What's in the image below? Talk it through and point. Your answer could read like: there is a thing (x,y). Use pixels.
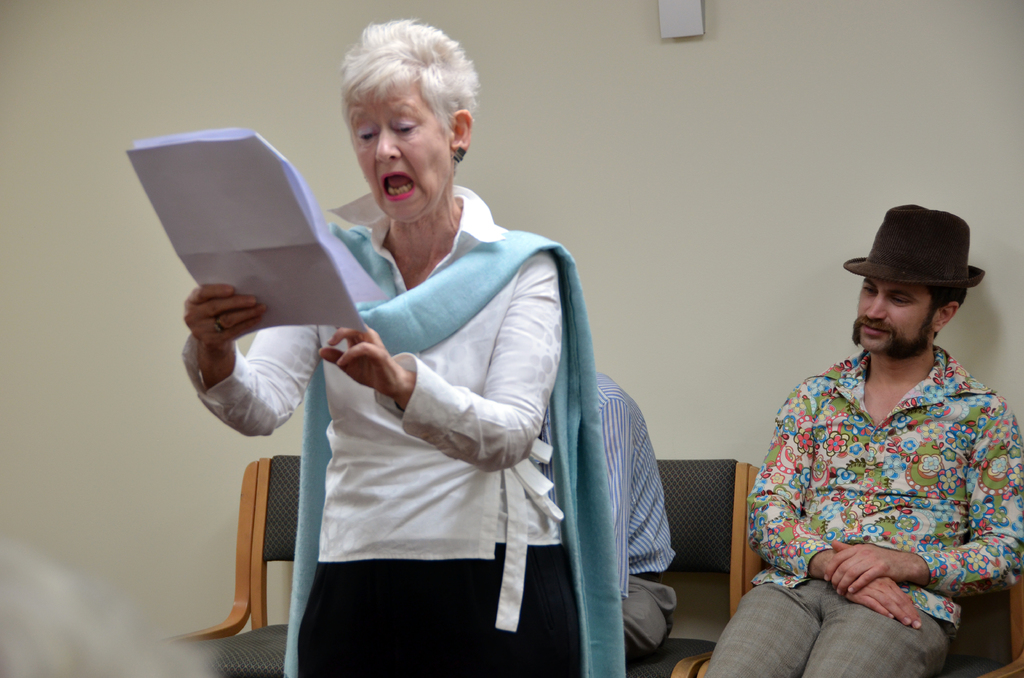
In this image I can see a person (445,409) wearing white, blue and black colored dress (430,426) is standing and holding few papers (285,179) in hands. In the background (644,544) I can see few persons (652,498) sitting on chairs (697,537) and the cream colored wall (690,249).
